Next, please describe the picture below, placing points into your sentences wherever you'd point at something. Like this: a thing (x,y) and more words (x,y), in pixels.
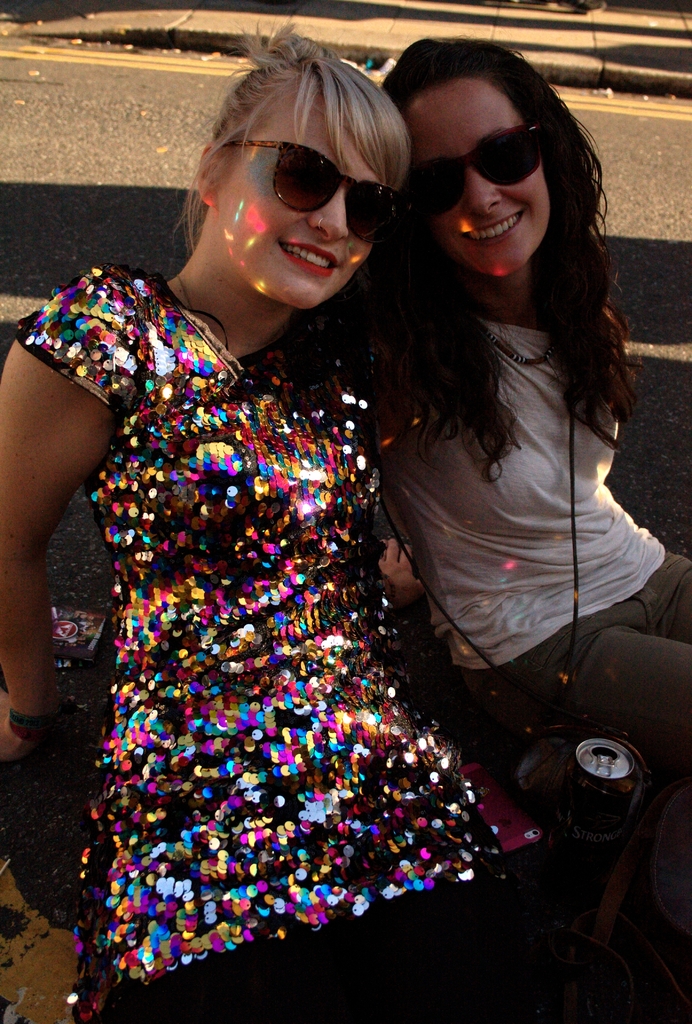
In this image we can see two women (409,364) wearing the glasses (352,190) and smiling. In the background (128,147) we can see the road (637,147) and also the path (525,8). We can also see the mobile phone (519,822) and a tin (596,795).
